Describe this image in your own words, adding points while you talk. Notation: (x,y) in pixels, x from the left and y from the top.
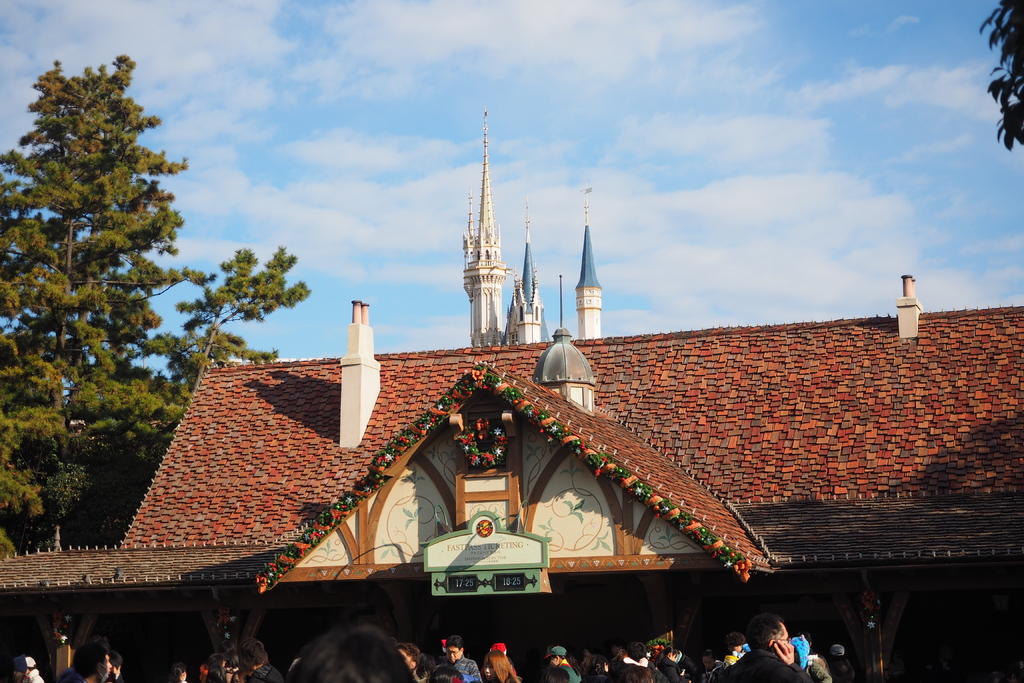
In this image, we can see a house roof (526,390), pillars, decorative items (644,485). At the bottom (460,679), we can see a group of people (243,672). Background (70,451) we can see trees (64,469) and sky (608,220).
